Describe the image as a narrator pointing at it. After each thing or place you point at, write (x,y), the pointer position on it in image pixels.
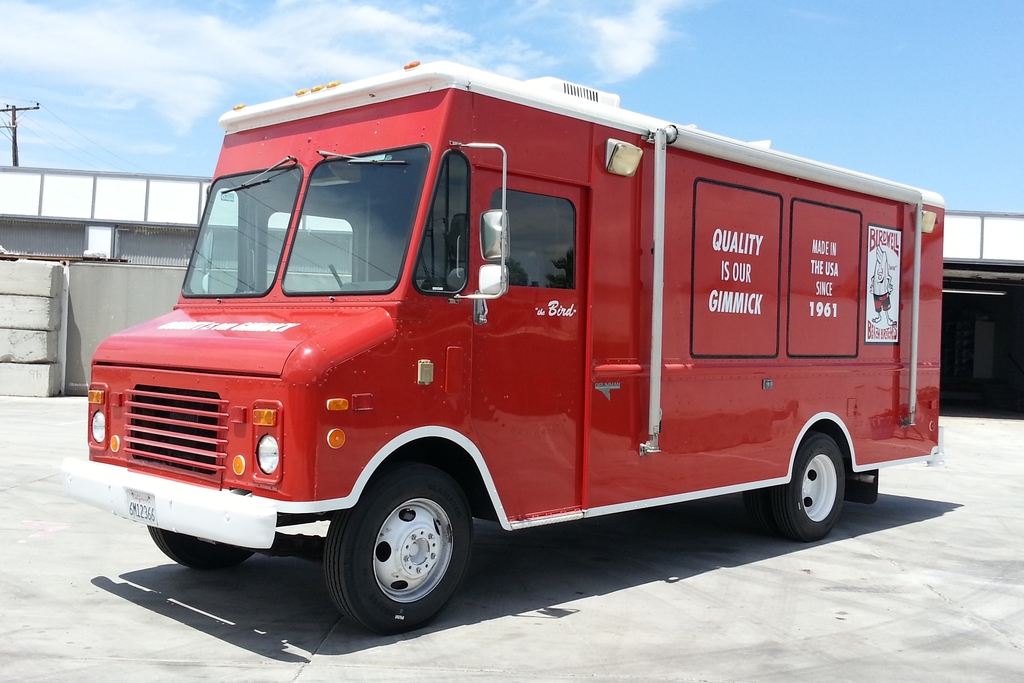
In this picture we can see a red color van (577,369) in the middle of the image (597,339), in the background (54,204) we can see few buildings (109,246), bricks (39,387) and a pole (15,116), and also we can see clouds (178,58).
